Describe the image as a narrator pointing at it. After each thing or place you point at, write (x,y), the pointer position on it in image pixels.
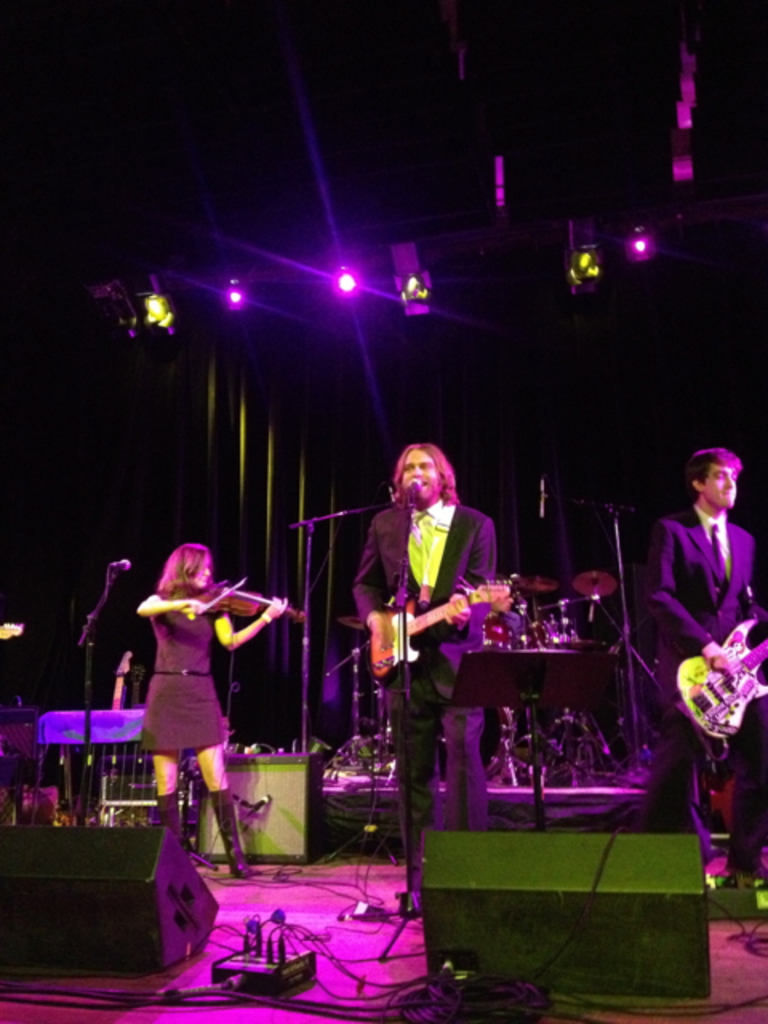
This is a picture of a band (377,527) performing on a stage (281,878). In the bottom of the picture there are cables (463,989). On the right (746,747) there is a man (706,663) standing and playing guitar (706,679). In the center of the picture (397,589) there is a man (430,628) standing and playing guitar (371,642). On the left (218,650) there is a woman (206,618) standing and playing violin (224,610). There are many microphones (117,566) on the stage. In the background (560,580) there are drums (567,622). On the top (114,310) there are focus lights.
